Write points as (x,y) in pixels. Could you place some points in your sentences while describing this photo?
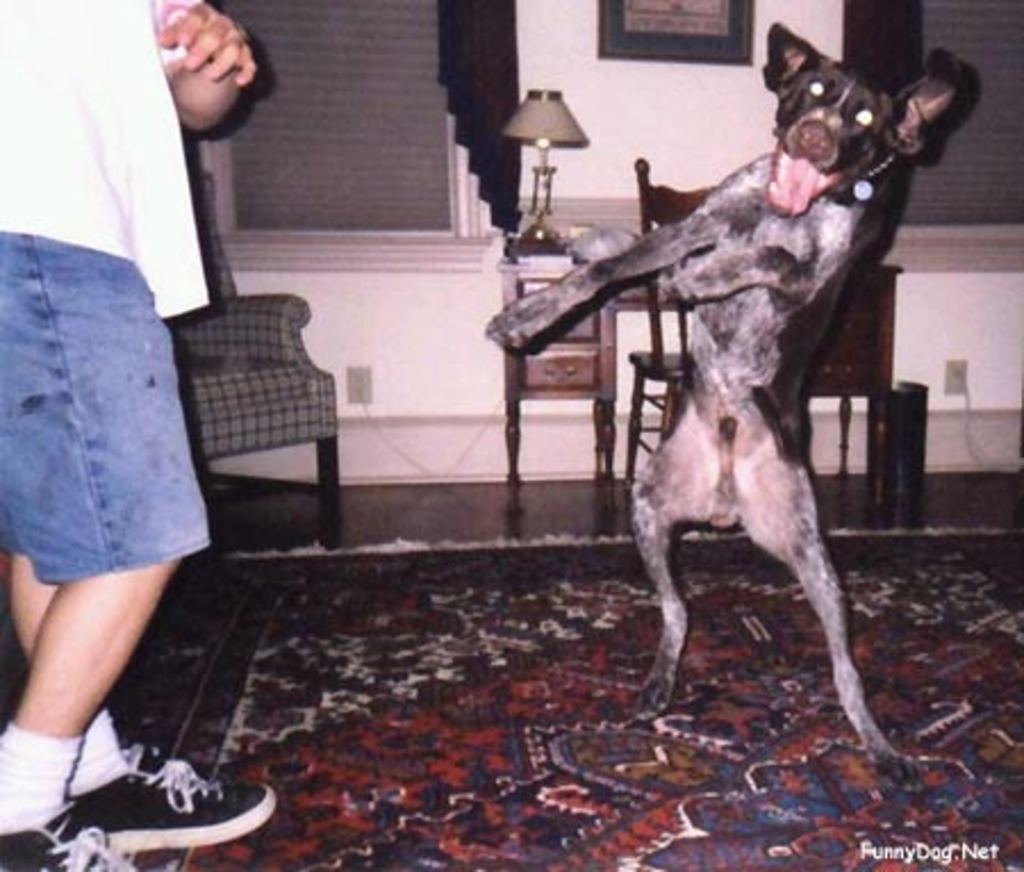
In the left (123,112), a person (83,47) is standing who is half visible. In the right (797,52), a dog (868,167) is standing and lifting front legs (688,300) up. In the background (602,92) walls (672,346) are visible of pink in color. In the middle (550,378), table (545,366) and chair (656,297) is visible on which lamp (540,245) is kept. On the top (738,1), a wall painting (622,48) is visible and both side window (384,148) is visible. This image is taken inside a room (582,671).
